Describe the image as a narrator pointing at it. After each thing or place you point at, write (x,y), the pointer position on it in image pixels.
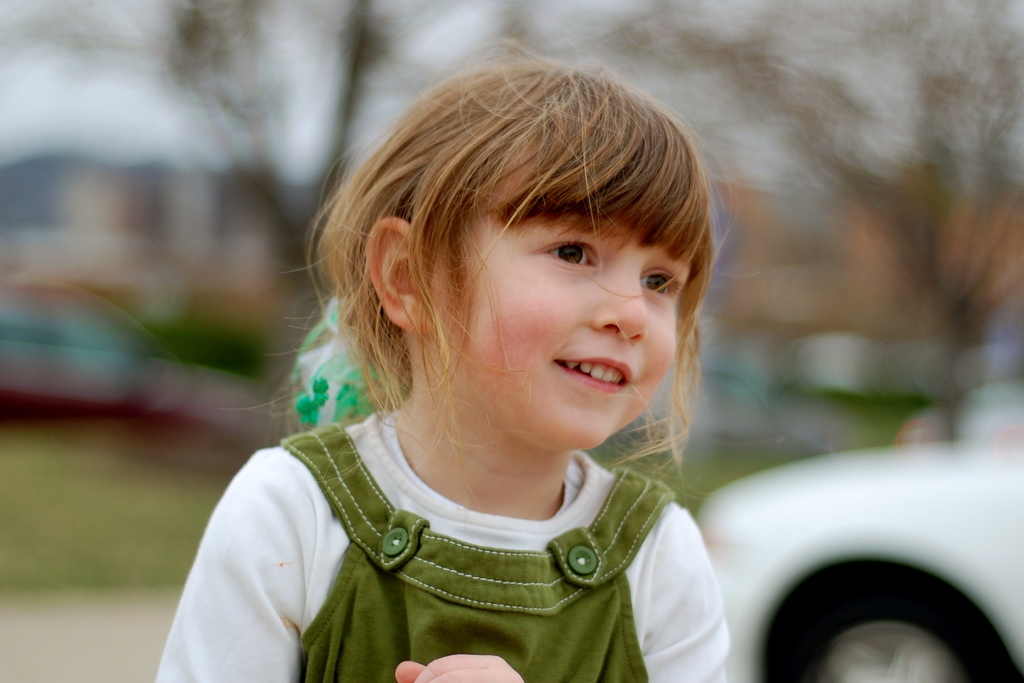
In this image we can see a girl (447,510). On the right side (832,546), we can see a vehicle (805,547). The background of the image (822,554) is blurred.
